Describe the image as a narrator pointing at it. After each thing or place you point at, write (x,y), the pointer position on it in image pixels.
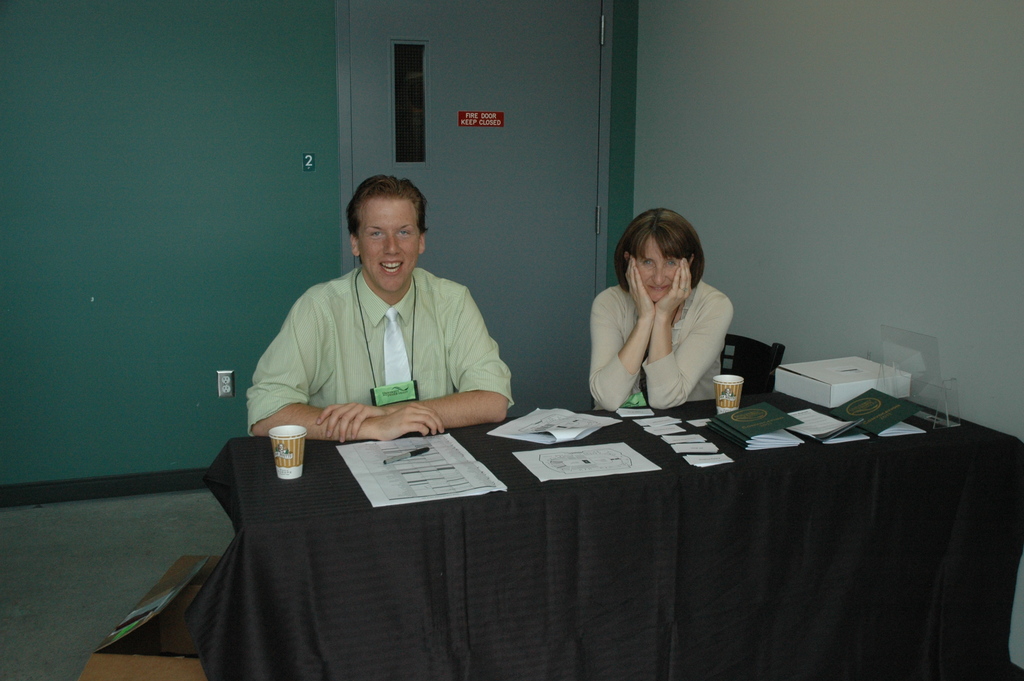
In this picture we can see a man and a woman (658,341), they are seated, in front of them we can find few books (758,424), papers (633,449), cups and a box (845,395) on the table (467,509), in the background (468,140) we can see a door (468,140) and wall (200,190).
